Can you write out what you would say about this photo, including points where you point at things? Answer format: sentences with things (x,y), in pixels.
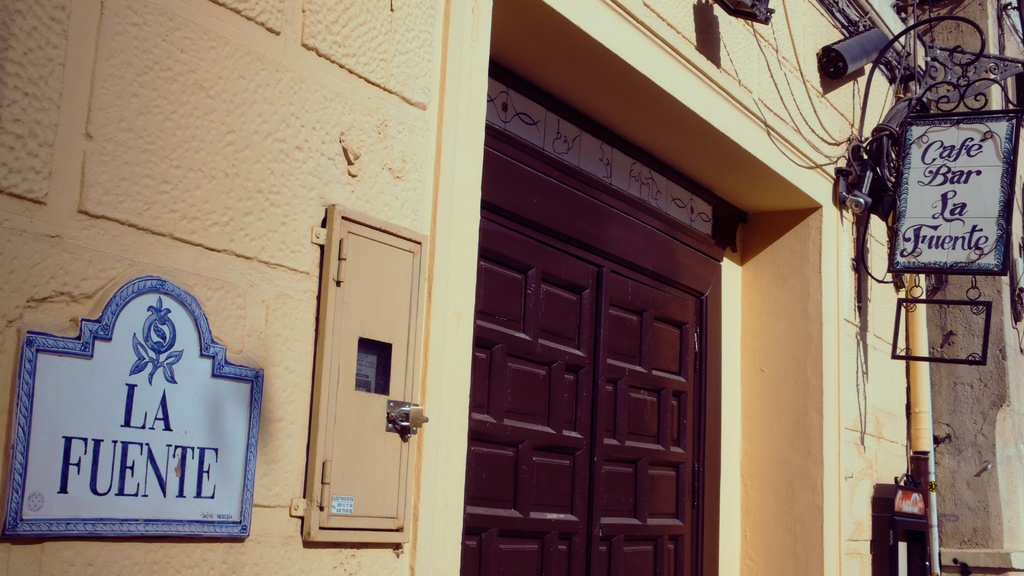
In this image we can see one cream color wall (743,122), one big brown color door (573,313), one blue color name plate (215,460) attached to the wall (364,545), so many different objects (397,414) attached to the wall (852,518), one pole (919,352), some wires (899,100) and one iron name board (924,139) attached to the wall (830,38).
